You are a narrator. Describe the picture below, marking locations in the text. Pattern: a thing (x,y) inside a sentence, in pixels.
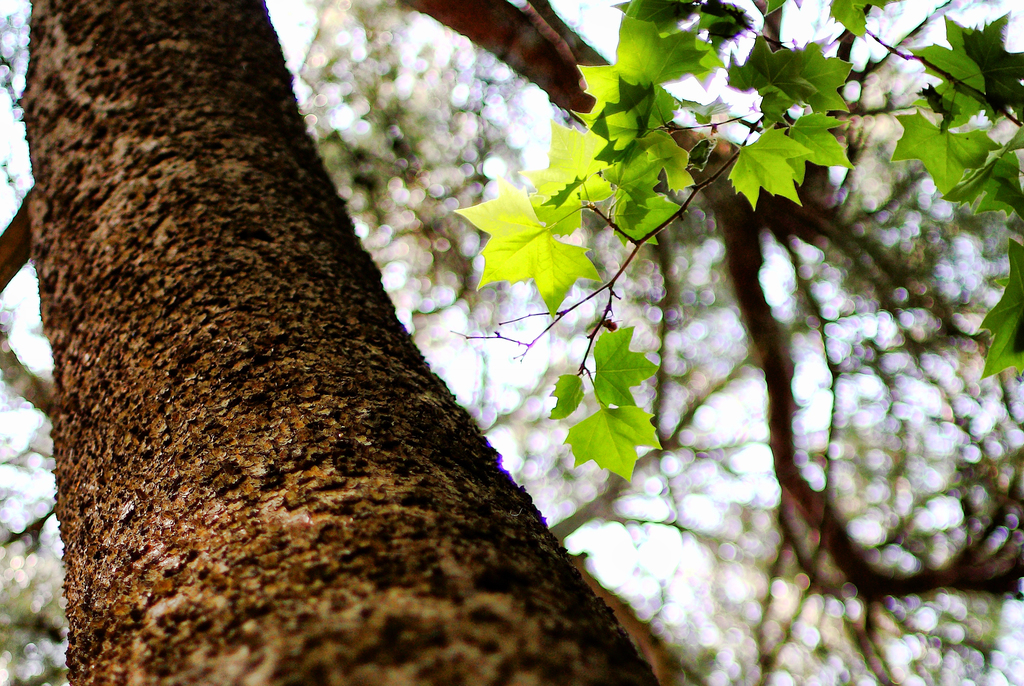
In this image there is a tree (228,318). There are leaves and branches (785,407). There is a sky (747,468).
